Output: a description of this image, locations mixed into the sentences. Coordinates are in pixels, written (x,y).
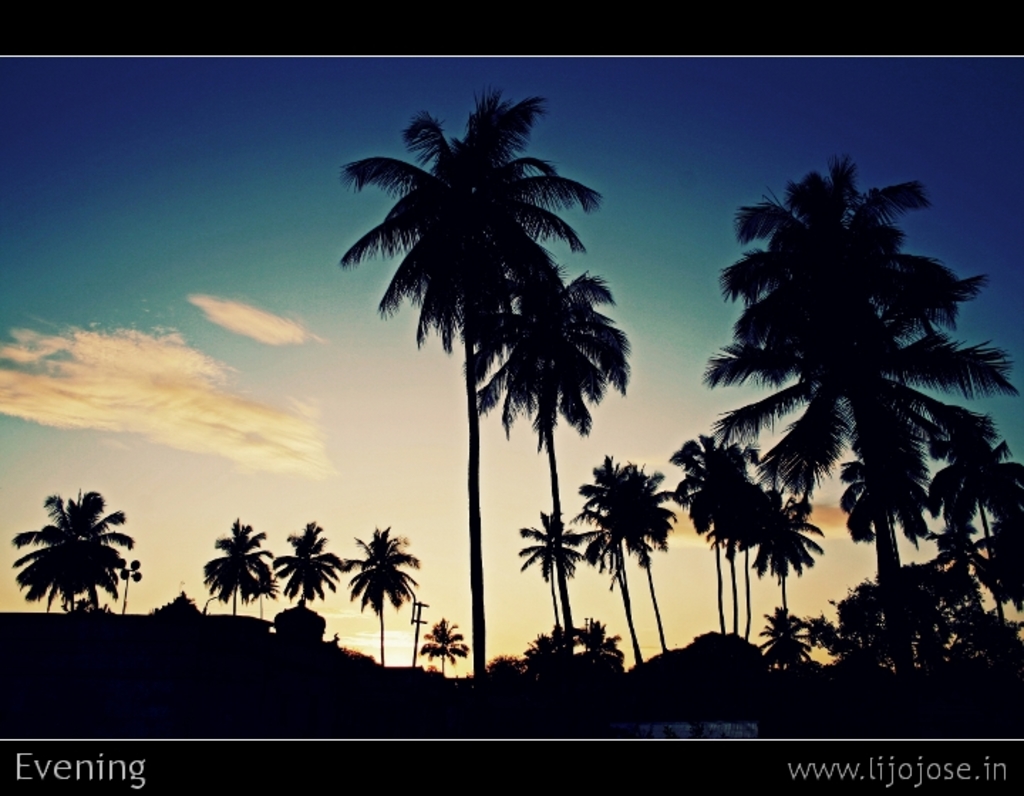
This is a poster. Here we can see sky (242,299) and clouds (180,363). We can see the trees (883,541) over here.
